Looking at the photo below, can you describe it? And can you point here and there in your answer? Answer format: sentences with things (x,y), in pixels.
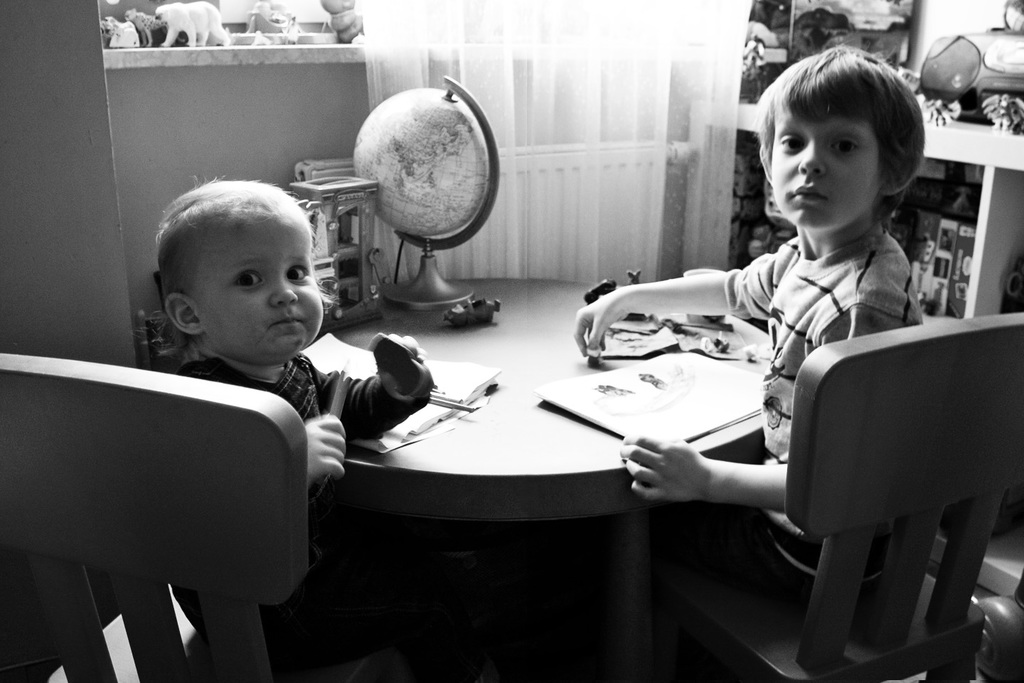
The two persons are sitting in a chair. There is a table (522,293). There is a globe (427,159), papers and books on the table (501,421). In the background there is a curtain (376,42), rack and cupboard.
